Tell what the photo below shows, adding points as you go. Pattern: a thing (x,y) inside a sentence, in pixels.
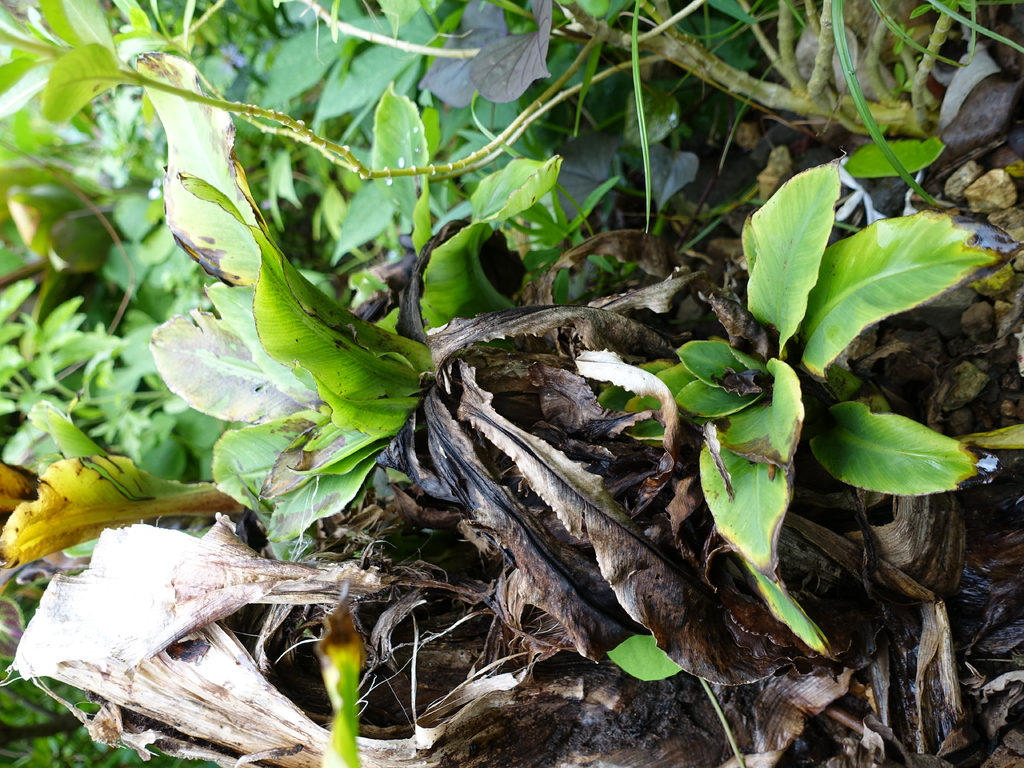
In this image we can see many plants (537,261). There are few dry leaves (626,598) in the image.
